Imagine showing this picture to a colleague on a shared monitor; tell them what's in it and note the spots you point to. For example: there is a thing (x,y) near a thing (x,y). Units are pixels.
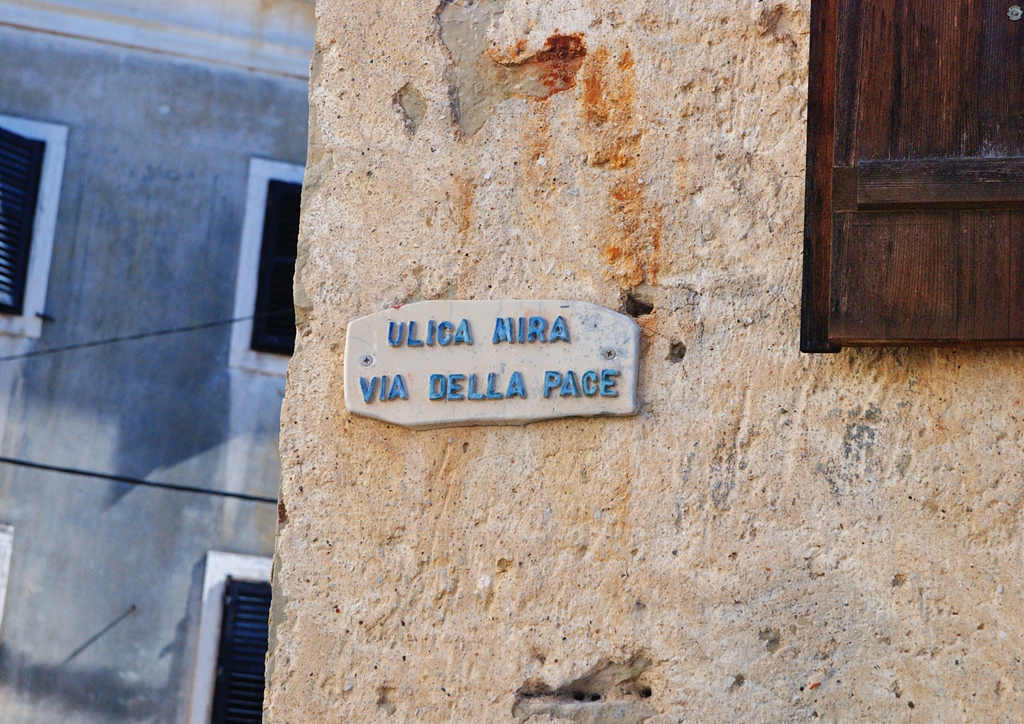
In this image we can see a wall (668,425) on which there is a nameplate (561,375). To right side of the image (842,259) there is a window (857,246). In the background of the image (262,275) there is a building (163,422).
